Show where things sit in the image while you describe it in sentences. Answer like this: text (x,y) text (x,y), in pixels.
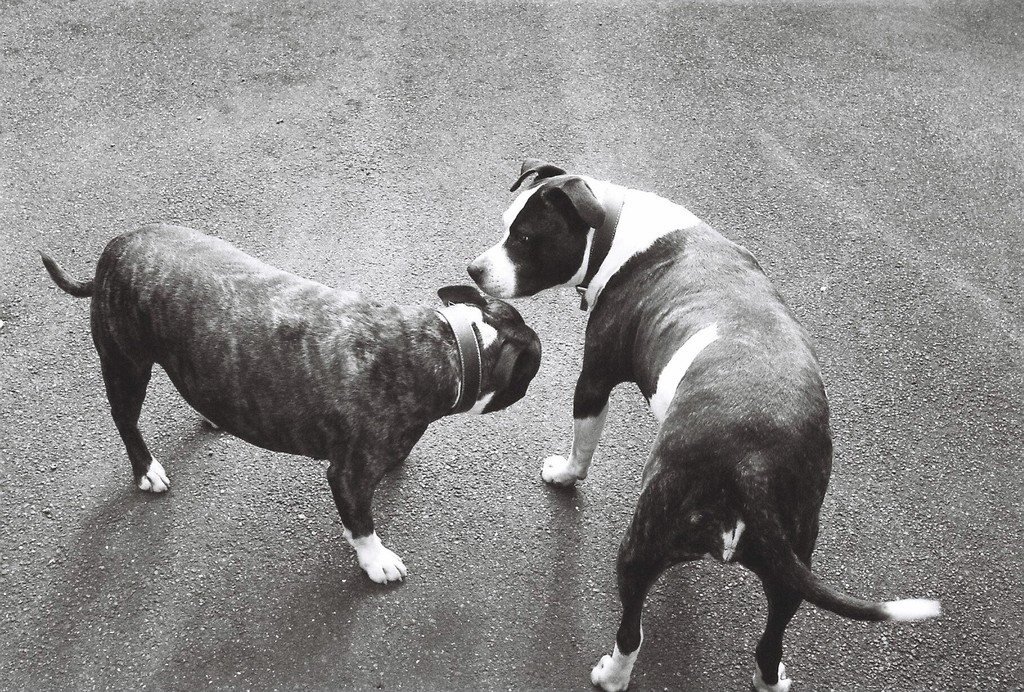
In the picture we can see a road surface (567,627) on it we can see two dogs (709,431) are standing together.
